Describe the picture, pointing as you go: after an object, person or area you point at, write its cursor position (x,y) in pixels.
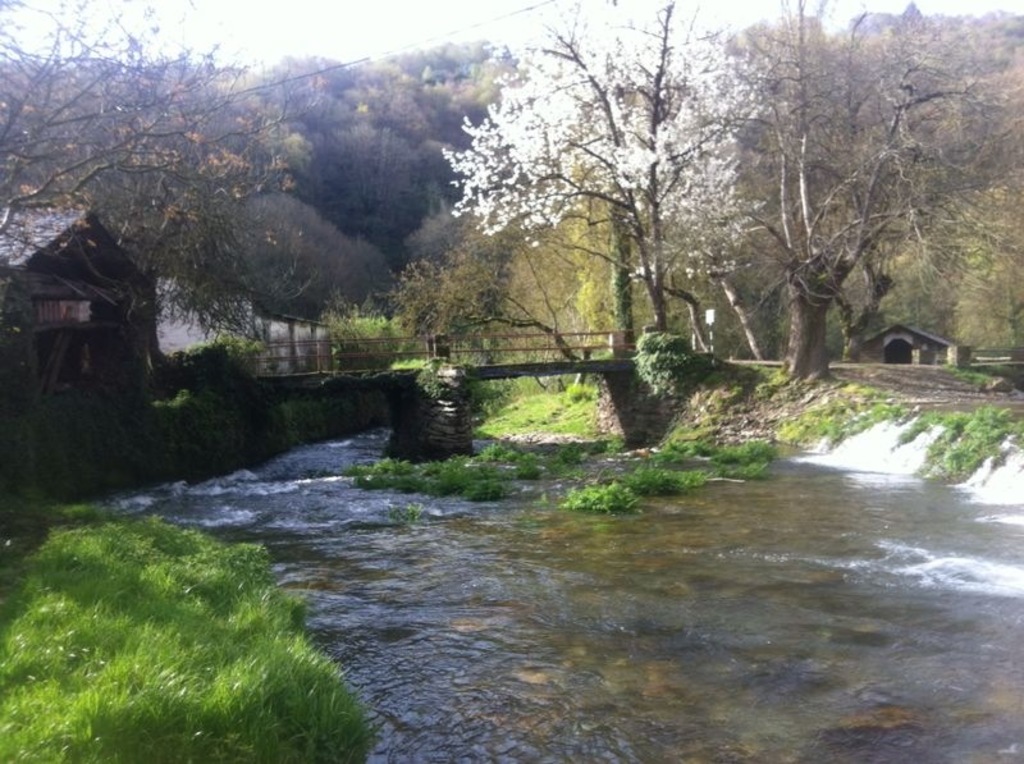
In the picture I can see trees (914,283), a bridge (317,376), the grass (534,465), a house (87,344) and the water (489,675). In the background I can see a house (937,353) and the sky (338,33).
